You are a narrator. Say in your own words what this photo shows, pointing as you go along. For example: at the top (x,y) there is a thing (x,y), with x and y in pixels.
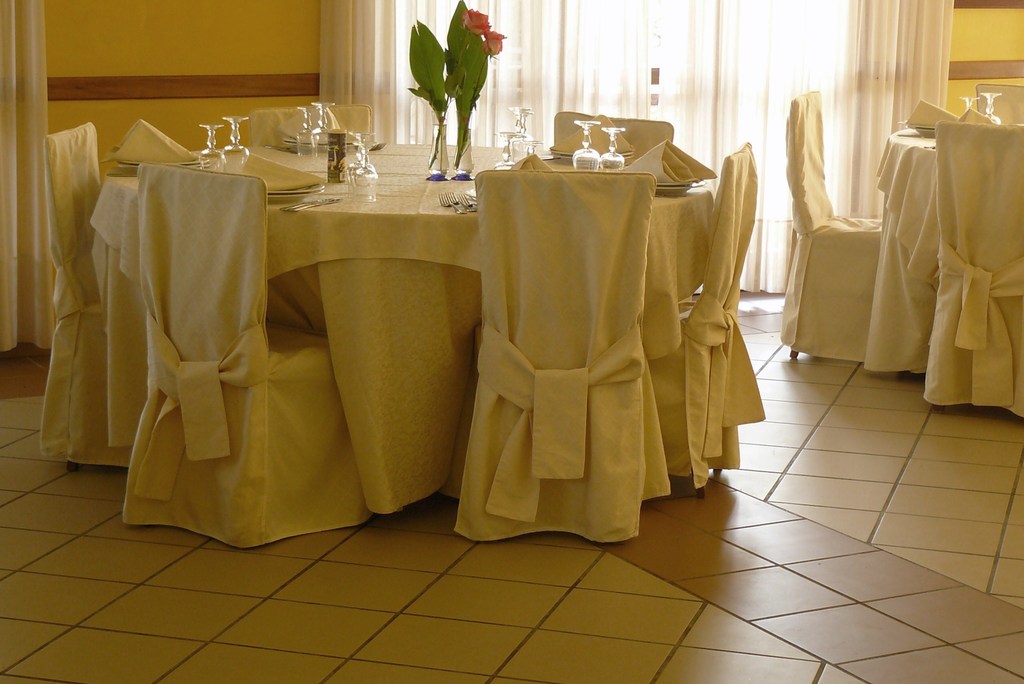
In this image, we can see there are chairs (959,142) and tables (480,159) covered with white color clothes (959,142). On the tables (693,216), there are glasses (231,130) and flower vases (467,145) arranged. In the background (843,62), there are white color curtains (726,8) and a wall (237,36).
